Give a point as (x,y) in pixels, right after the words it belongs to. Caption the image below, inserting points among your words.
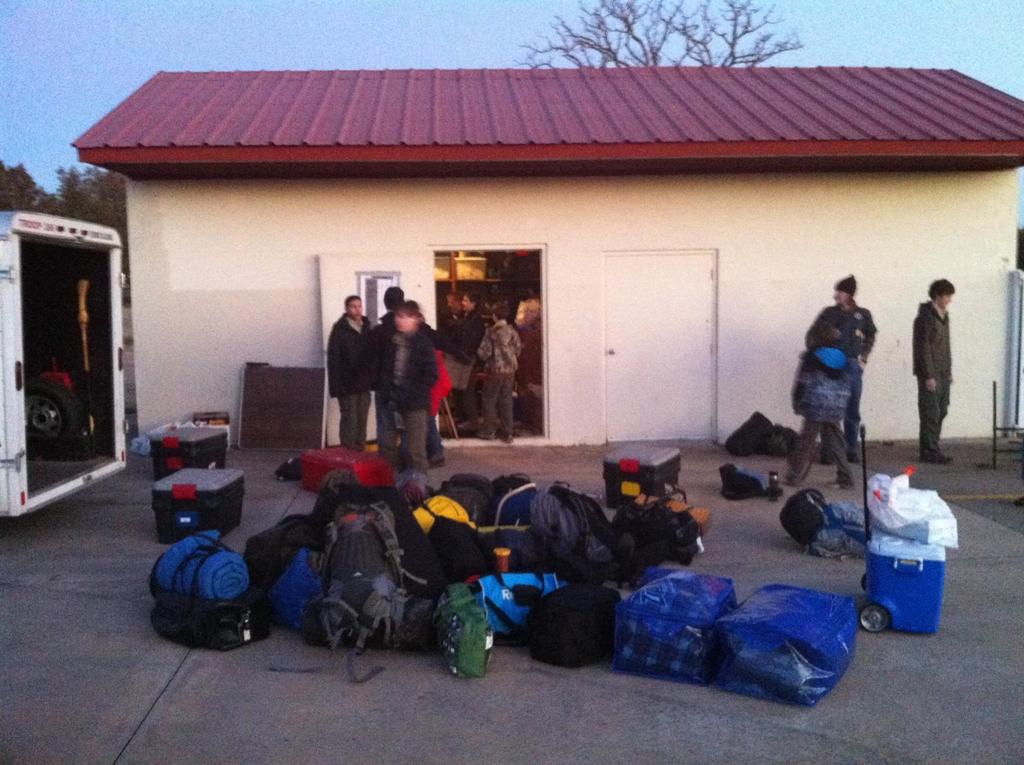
We can see bags (466,612) and boxes (893,545) on the surface (380,694) and there are people (485,415). We can see house (616,186), vehicle (14,258) and doors (691,376). In the background (126,39) we can see trees (13,180) and sky (444,43).
